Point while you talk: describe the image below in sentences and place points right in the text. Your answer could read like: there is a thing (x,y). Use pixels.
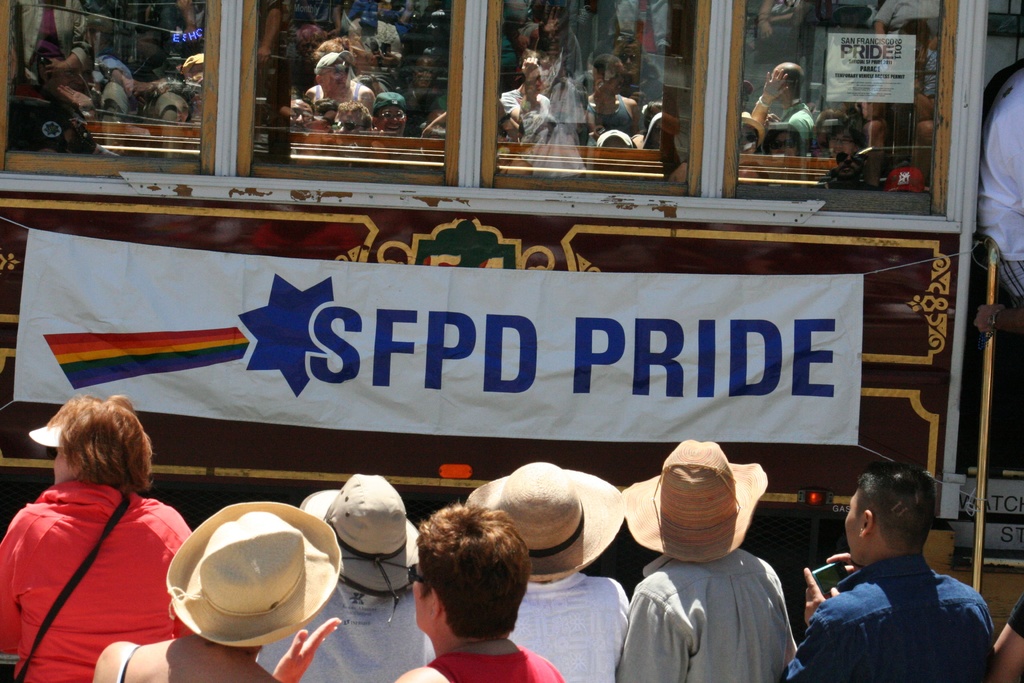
In this image there is a banner (644,306) attached to the wall (574,203) having a glass window (605,119). On the glass window (504,84) there is a reflection (504,84) of people (522,137). Bottom of the image (488,638) there are people (493,639). Few people (756,600) are wearing hats (709,558). Right bottom there is a person (853,558) holding a mobile (833,584) in his hand (814,592). Right side (1020,190) a person (1014,206) is standing.
